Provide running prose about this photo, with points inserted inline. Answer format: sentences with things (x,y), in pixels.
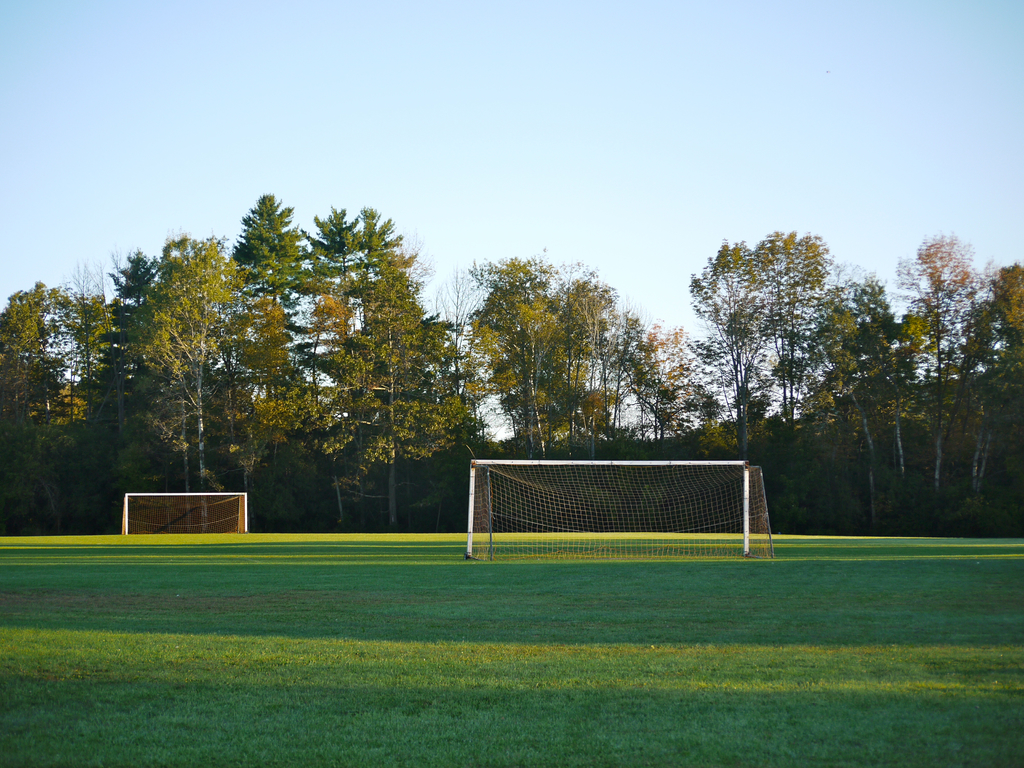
In this image I can see few green color trees (597,366), goal posts (627,501) and the green grass (608,541). The sky (550,232) is in blue and white color.
